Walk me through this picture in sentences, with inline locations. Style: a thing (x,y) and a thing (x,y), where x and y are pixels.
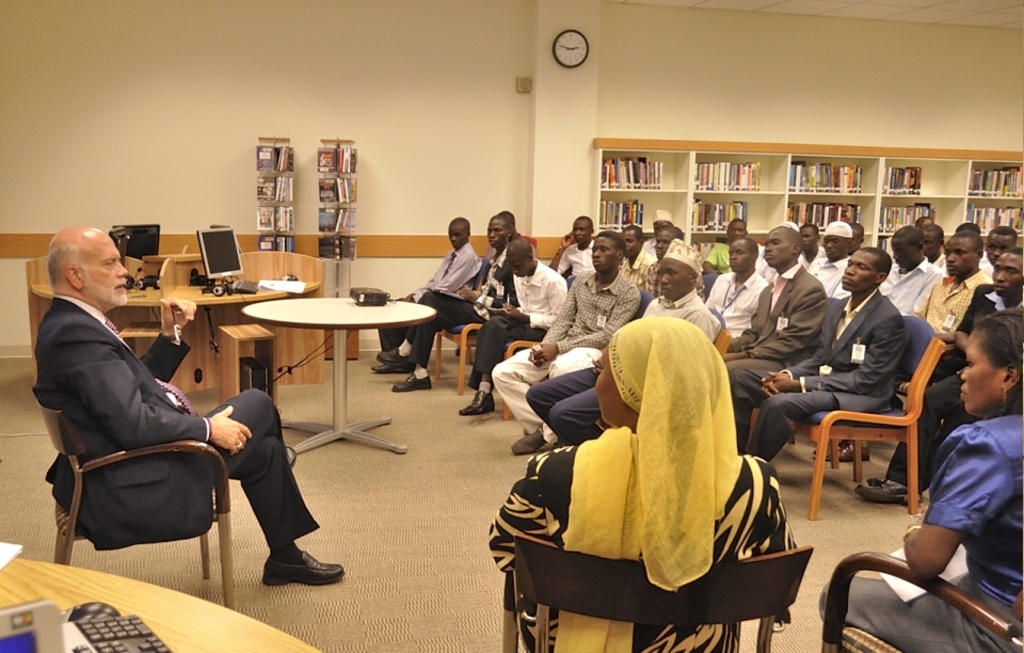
In the middle of the image (403,318) there is a table (347,324), On the table (388,304) there is a projector (364,297). Bottom right side of the image (983,513) there is a few people (959,258) sitting on a chair (542,611). Top right side of the image (858,53) there is a wall (644,93). Bottom left side of the image (91,601) there is a table (232,633), On the table (226,622) there is a keyboard (87,626) and mouse (89,607). Left side of the image (70,411) there is a man (303,554) sitting on a chair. Top left side of the image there are some monitors (210,245) on the table (143,305).
